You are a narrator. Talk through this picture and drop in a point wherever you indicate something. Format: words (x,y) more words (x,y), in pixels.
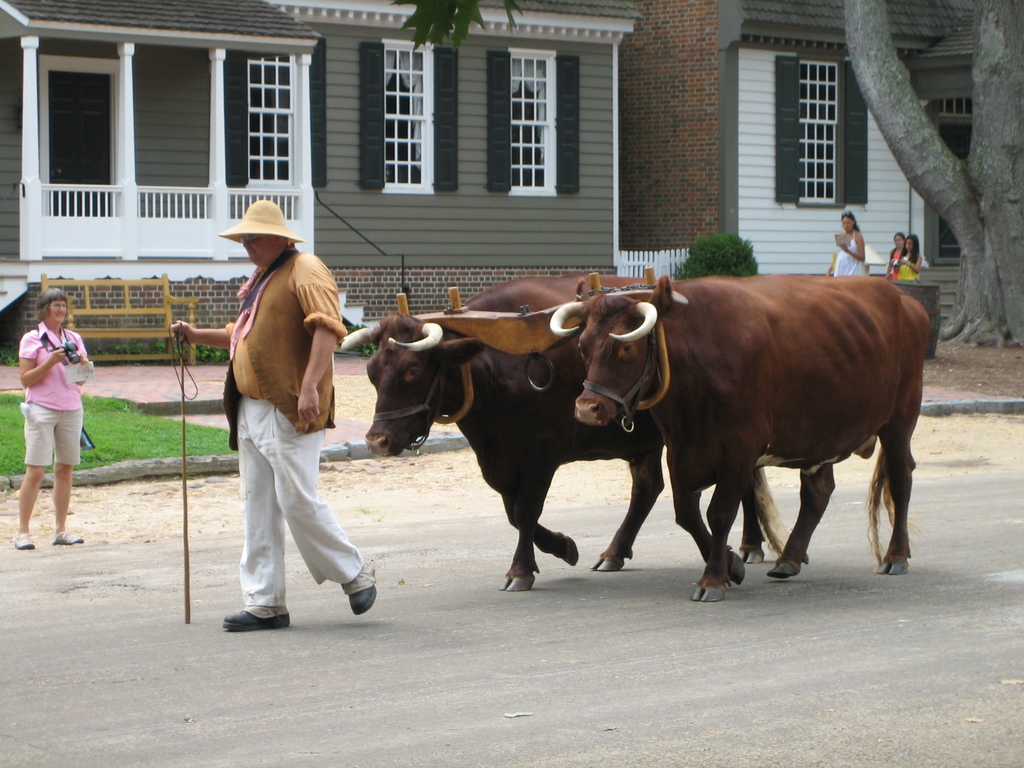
There is a man (290,383) walking and holding stick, behind him we can see animals (654,364). There is a person (42,399) standing and holding a camera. In the background (103,414) we can see grass (176,439), people (850,243), plants (690,260), bench (87,282), houses (447,138), windows (838,203) and tree (961,326).
